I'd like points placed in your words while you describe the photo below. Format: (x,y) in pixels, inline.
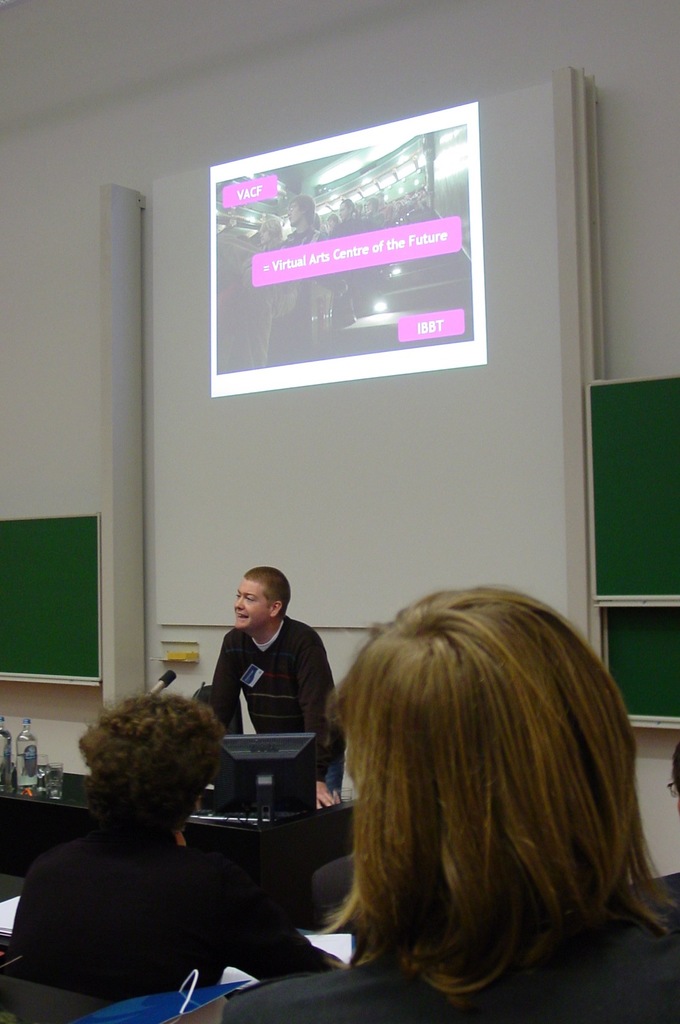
In this picture we can see a man (251,667) and in front of him we can see a monitor (250,764), mic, some people (184,771), bottles (21,753), glasses (46,766), table (256,847), some objects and in the background (320,355) we can see a screen (415,310), boards (40,653) on the wall (50,226).
